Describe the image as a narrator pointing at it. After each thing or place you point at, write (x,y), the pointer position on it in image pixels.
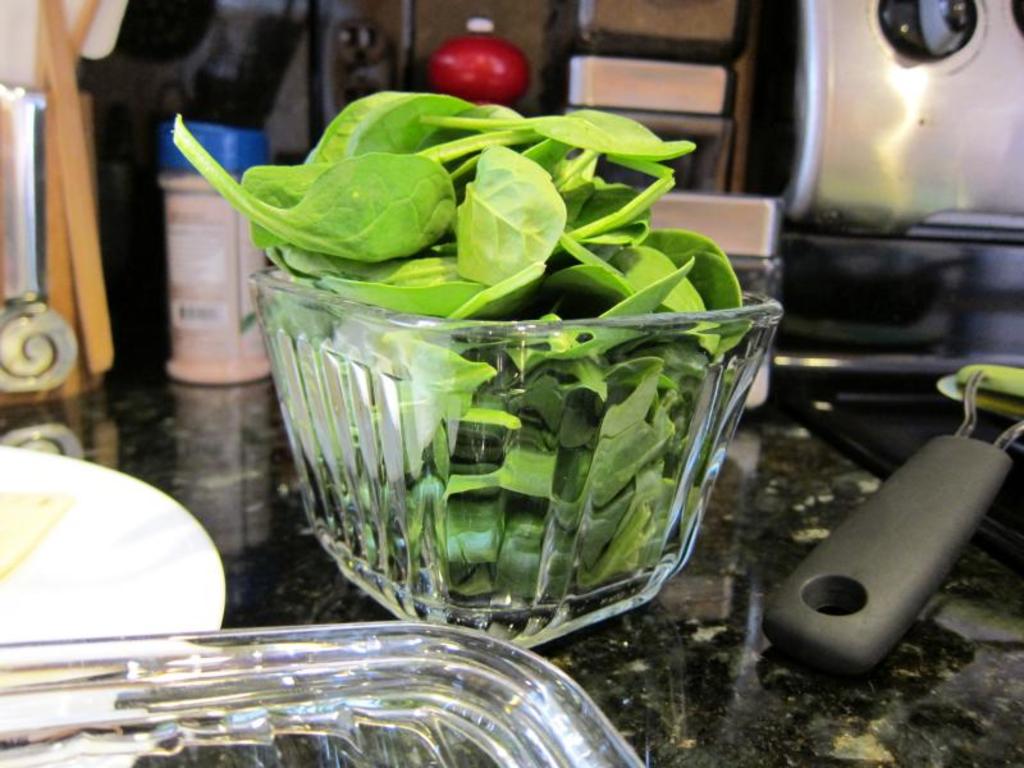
In this image in the foreground (446,445) there is one bowl (383,398), and in the bowl (577,346) there are some leaves (383,160) and on the right side (955,444) there is one pan handle (963,463) is visible. In the background (34,281) there are some objects (164,200), and in the center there is one bottle (211,320). At the bottom (126,604) there are some plates (142,678).
